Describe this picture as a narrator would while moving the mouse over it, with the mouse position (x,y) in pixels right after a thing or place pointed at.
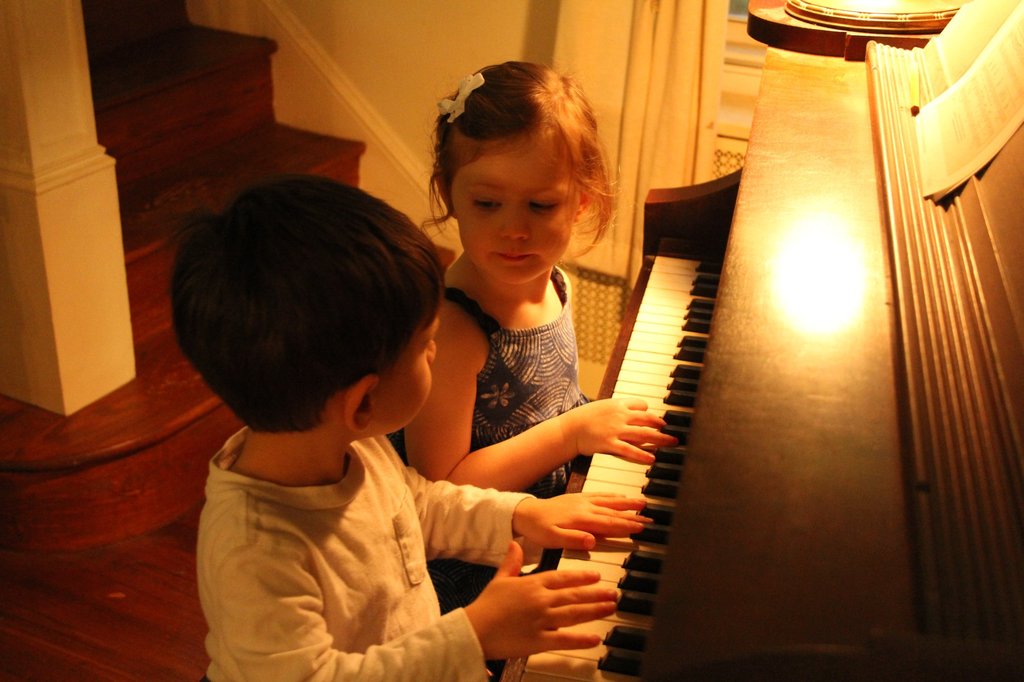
In this picture we can see a boy (305,451) and girl (568,309) playing piano (813,416) and on piano (892,77) we can see papers (970,87) and at back of them we have steps (180,103) and beside to them there is curtain (644,108) to window (721,87).
